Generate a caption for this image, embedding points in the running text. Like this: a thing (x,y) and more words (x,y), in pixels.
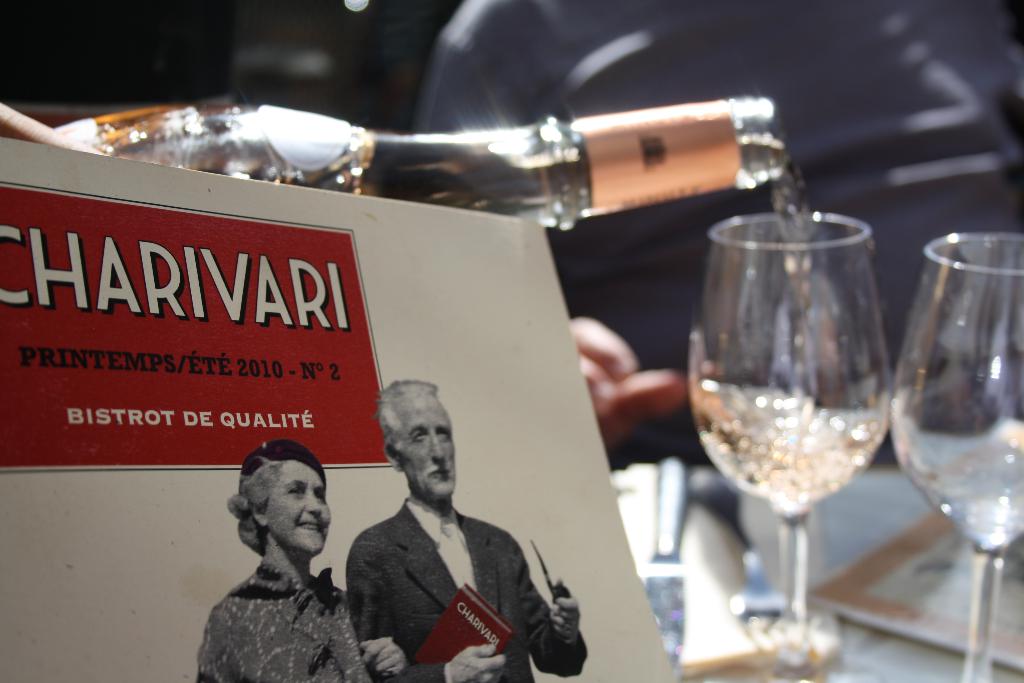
In this image I see a woman (269,451) and a man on a paper (8,172) and I see bottle (665,202) and 2 glasses (795,285).
